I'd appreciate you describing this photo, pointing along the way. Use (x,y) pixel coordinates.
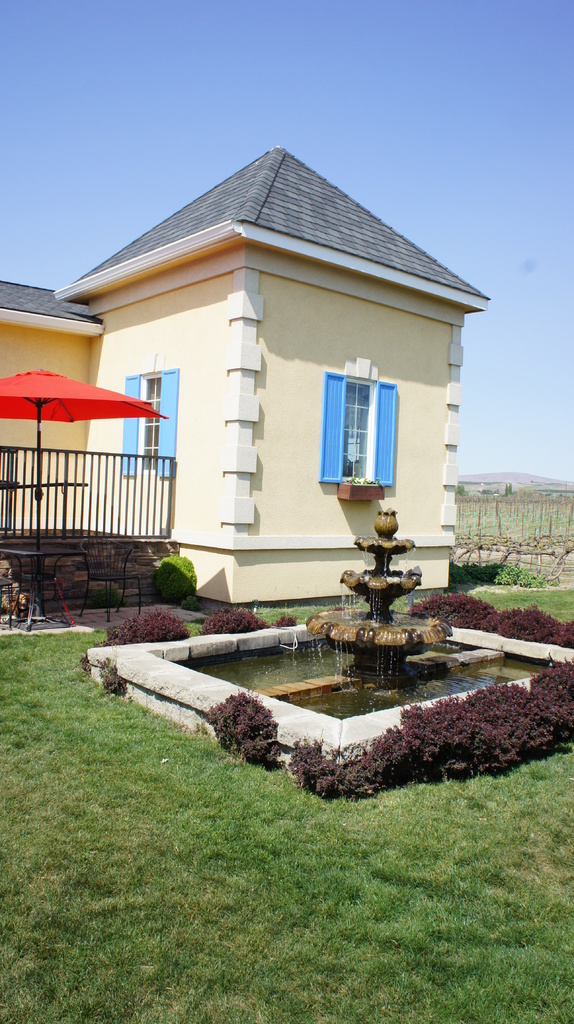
At the bottom of the picture (305,798), we see grass (99,782). Beside that, we see a fountain (345,641). There is a building (253,492) in yellow color. Beside that, we see an umbrella (48,375). At the top of the picture (225,139), we see the sky (492,455). There are hills (489,480) in the background (517,478).
